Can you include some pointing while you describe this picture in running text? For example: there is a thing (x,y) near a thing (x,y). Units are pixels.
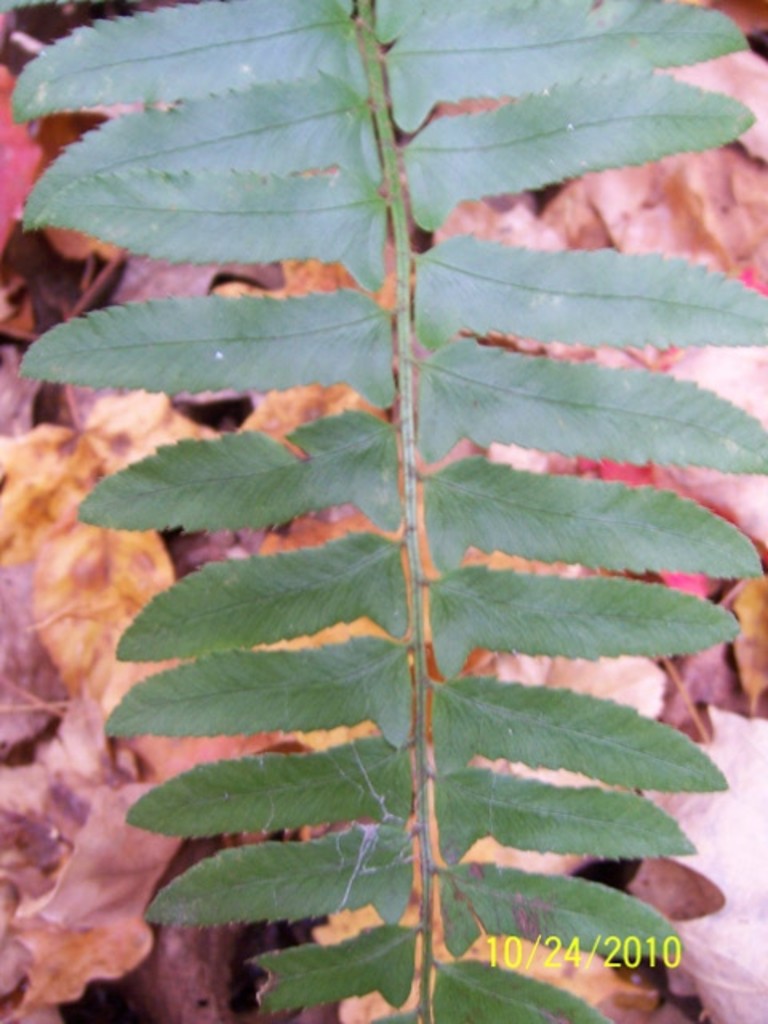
In the picture we can see a stem (421,916) with leaves (413,975) which are green in color and behind it we can see dried leaves (106,594) on the path (262,643).
